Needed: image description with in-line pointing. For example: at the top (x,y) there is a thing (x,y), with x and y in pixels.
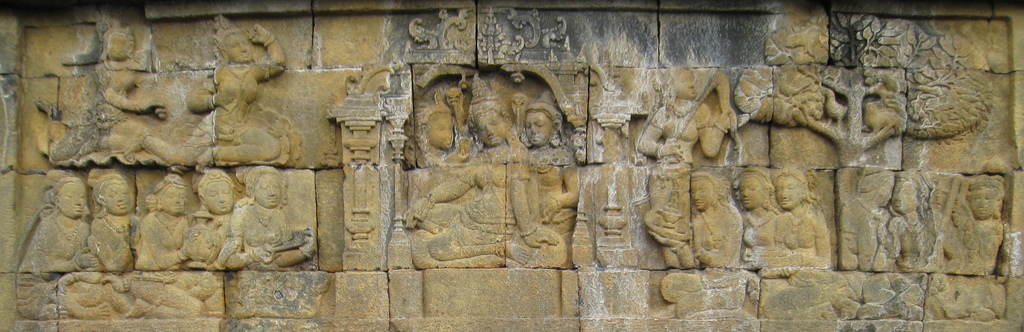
We can see sculptures (484,175) on the wall (595,192).
